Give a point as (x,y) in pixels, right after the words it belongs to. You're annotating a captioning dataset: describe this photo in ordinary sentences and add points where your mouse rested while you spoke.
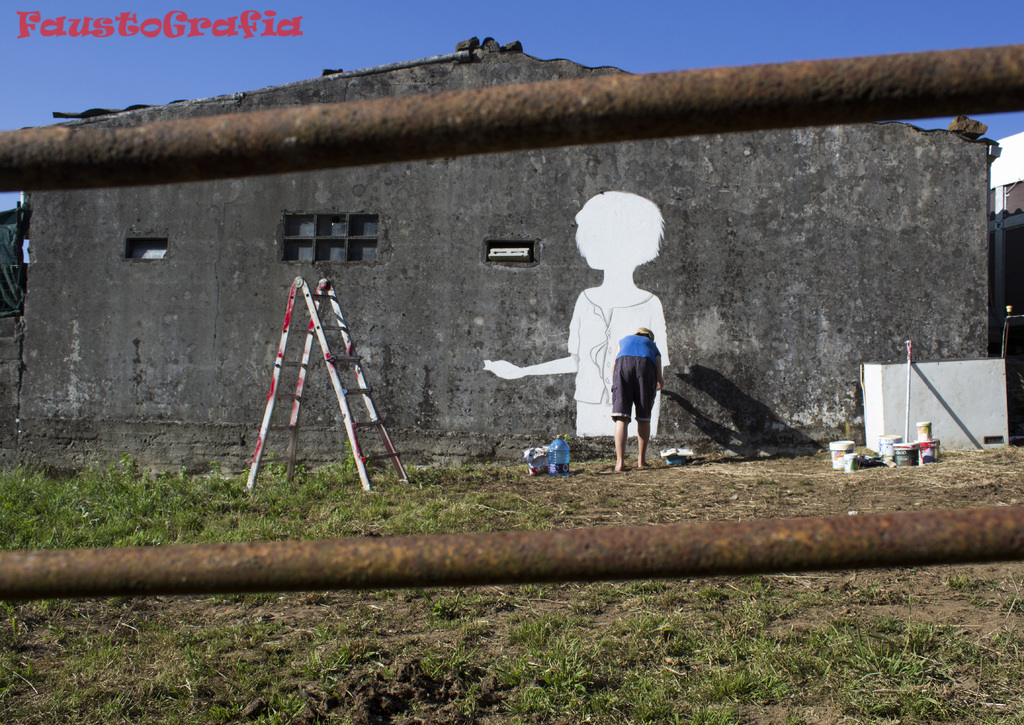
In this picture we can observe a house (612,320) and a person (631,356) painting on the wall (593,360) with the white color. There is a ladder (262,447). We can observe a metal railing (792,112) and some grass (350,518) on the ground (149,524). There are some painting buckets (841,453). In the background (433,30) there is a sky (657,56).
